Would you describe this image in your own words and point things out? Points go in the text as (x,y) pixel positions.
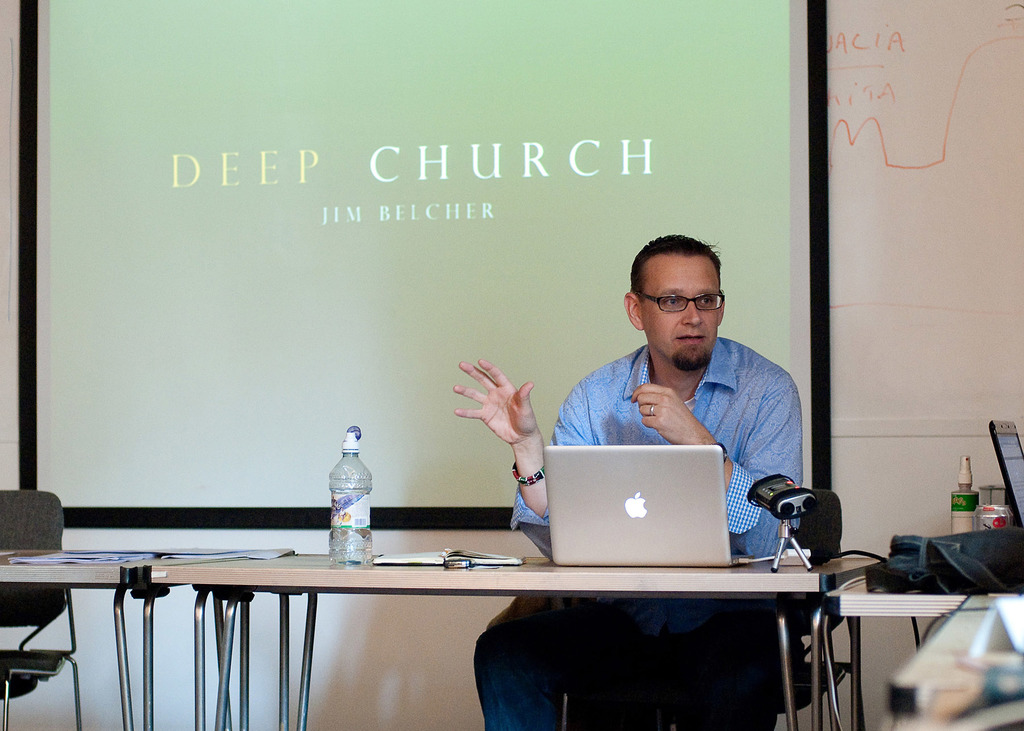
This person (576,393) sitting on the chair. We can see bottle (357,537), laptop (554,469), book (399,564), paper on the tables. On the background (597,129) we can see wall (173,538), screen (200,243).
